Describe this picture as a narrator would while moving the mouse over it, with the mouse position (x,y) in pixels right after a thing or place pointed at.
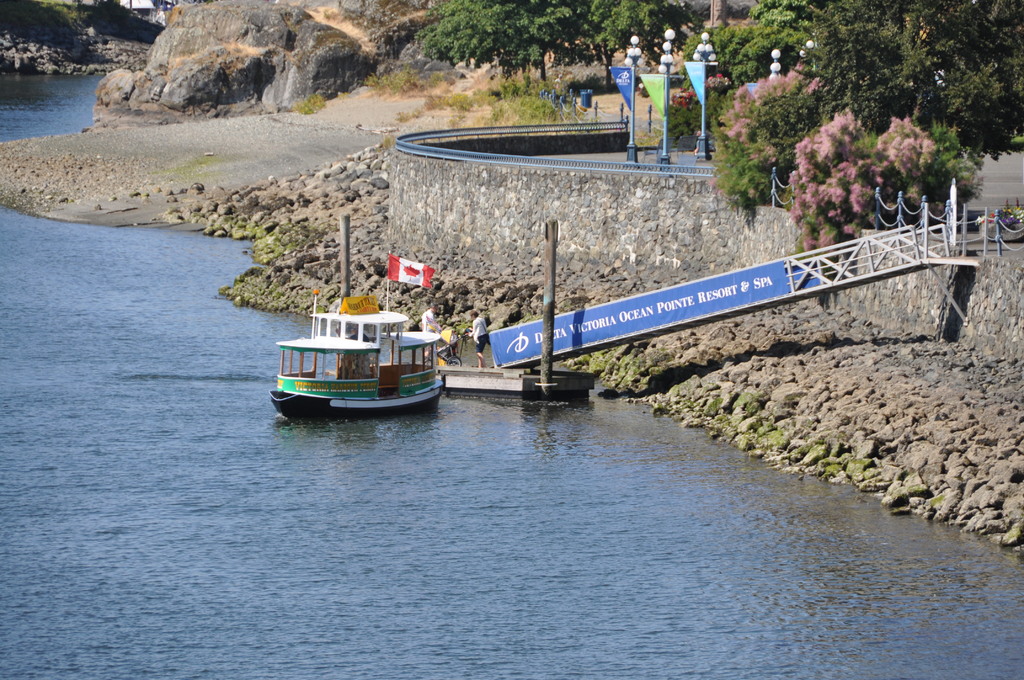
There is a flag (403,278) on the boat (373,330) which is on the water (404,600) of a river (244,544) near few persons (480,333) standing on the dock (469,371) which is near a bridge (842,278). On the right side (966,433), there are stones (876,402) at the wall (742,220). In the background (130,77), there are lights (772,49) attached to the poles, there are flags (655,95), trees (737,135) and there are rocks (298,24).
